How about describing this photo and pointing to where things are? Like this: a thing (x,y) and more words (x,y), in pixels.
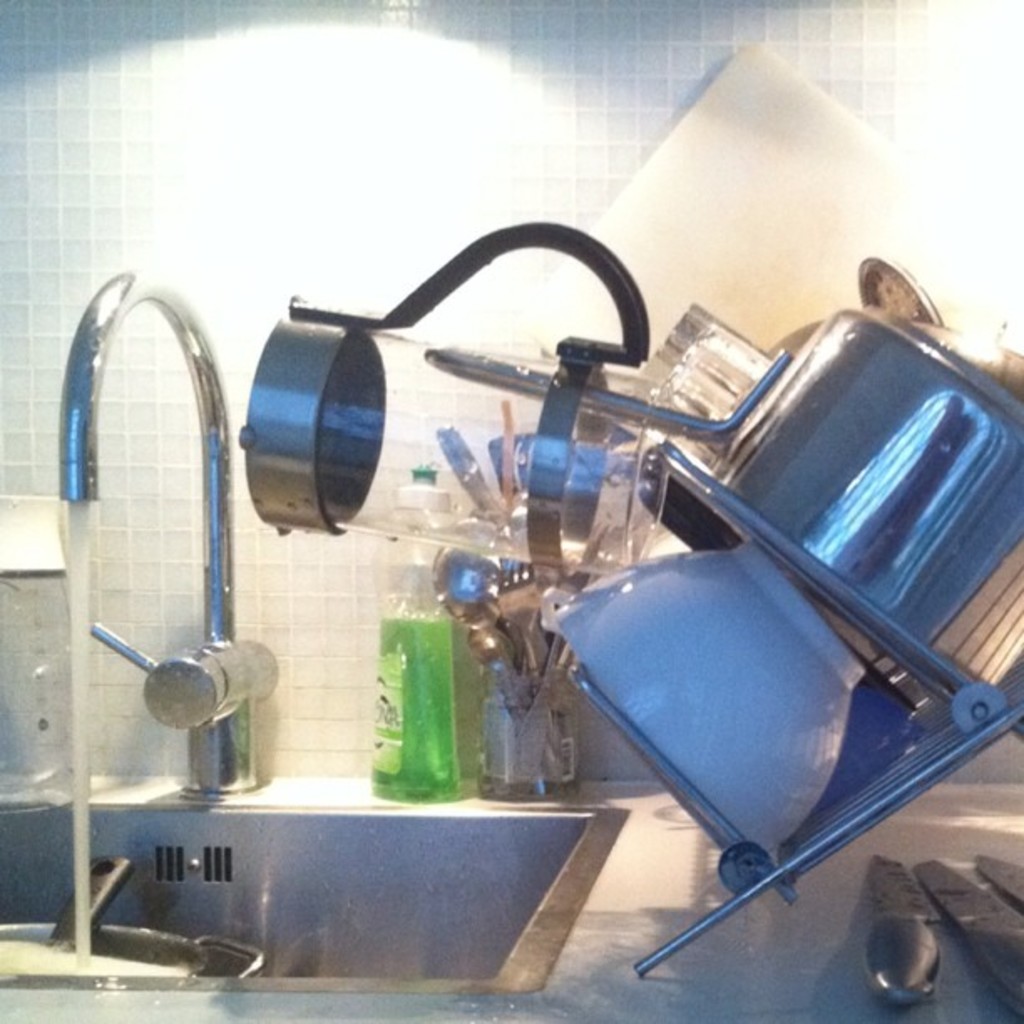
In this image I can see a kitchen cabinet (704,890), sink (360,920), tap (212,576), kitchen tools (560,425), vessels (866,778), light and a wall (696,34). This image is taken may be in a room (516,807).
